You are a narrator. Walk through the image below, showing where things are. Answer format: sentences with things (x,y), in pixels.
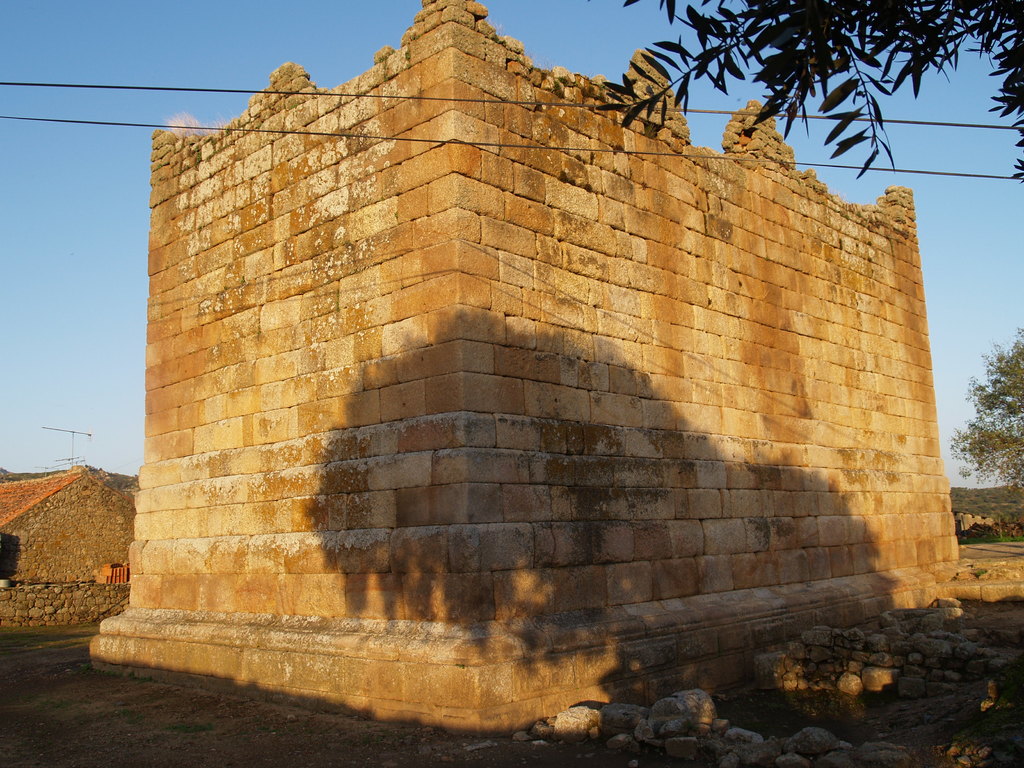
In this image we can see sky (973,180) with clouds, trees (1016,411), cables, fort (467,575), buildings (37,492) and stones (948,662) on ground (723,692).
